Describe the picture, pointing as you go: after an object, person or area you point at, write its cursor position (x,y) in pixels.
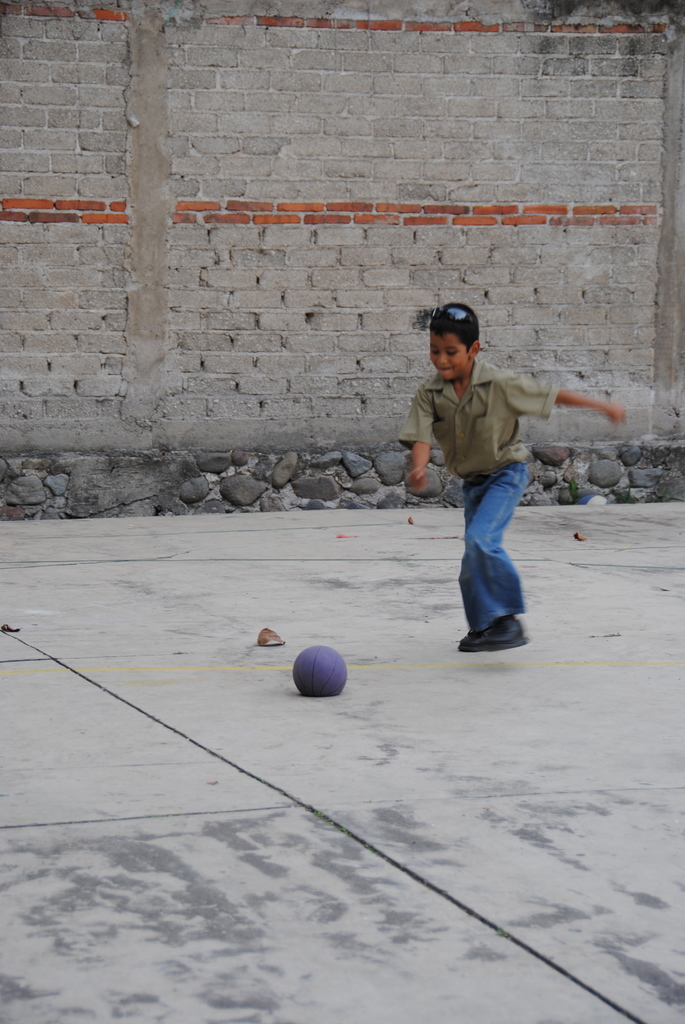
On the right side (505,509), there is a boy (515,505) in jean pant (509,479), playing with the ball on a floor (210,707). In the background (190,353), there is a brick wall (214,172).
